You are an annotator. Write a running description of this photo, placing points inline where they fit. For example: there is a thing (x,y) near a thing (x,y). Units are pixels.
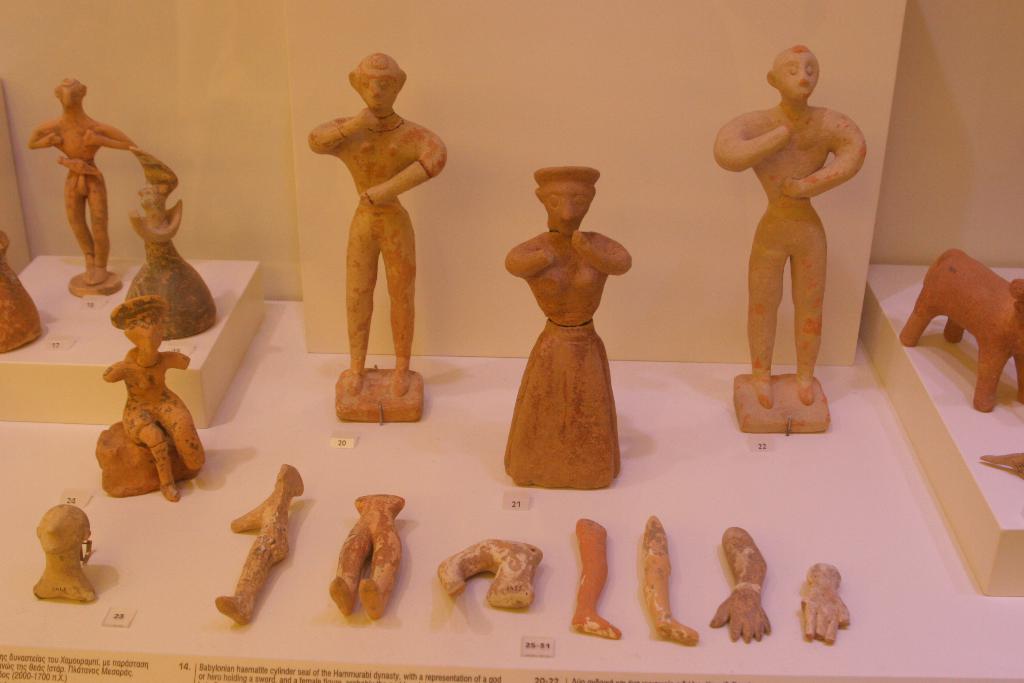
In the image we can see there are statues (543,233) and antique pieces (187,286) kept on the shelf (845,561).
